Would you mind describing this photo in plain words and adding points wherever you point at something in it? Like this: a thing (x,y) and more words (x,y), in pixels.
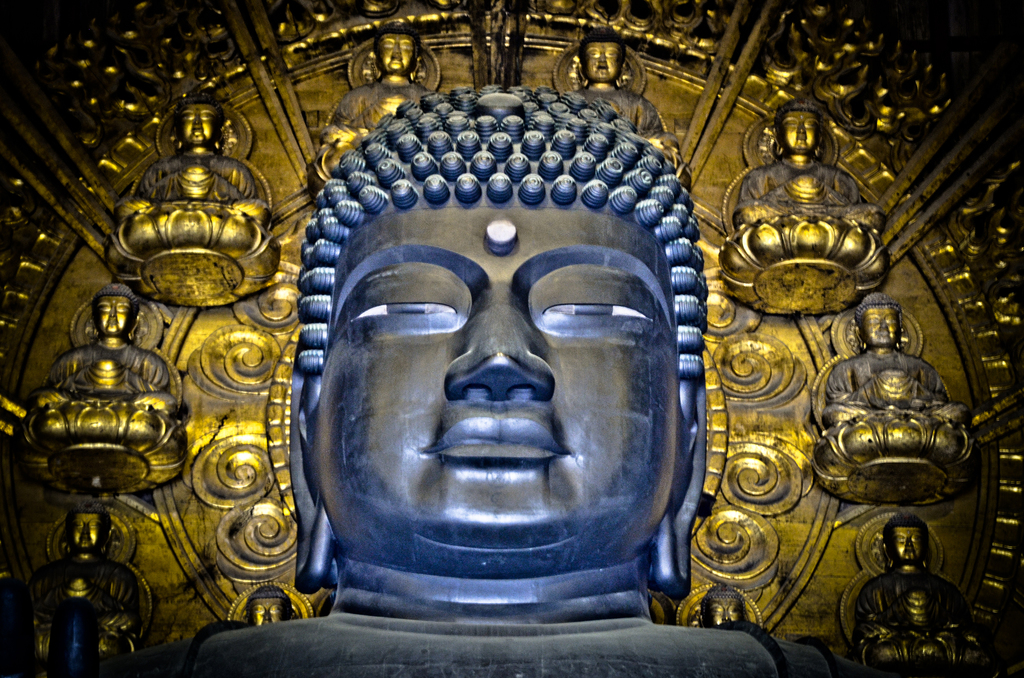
In this picture we can see a sculpture (449,672). In the background (742,242) we can see the carvings (991,604) on the metal (992,572).
